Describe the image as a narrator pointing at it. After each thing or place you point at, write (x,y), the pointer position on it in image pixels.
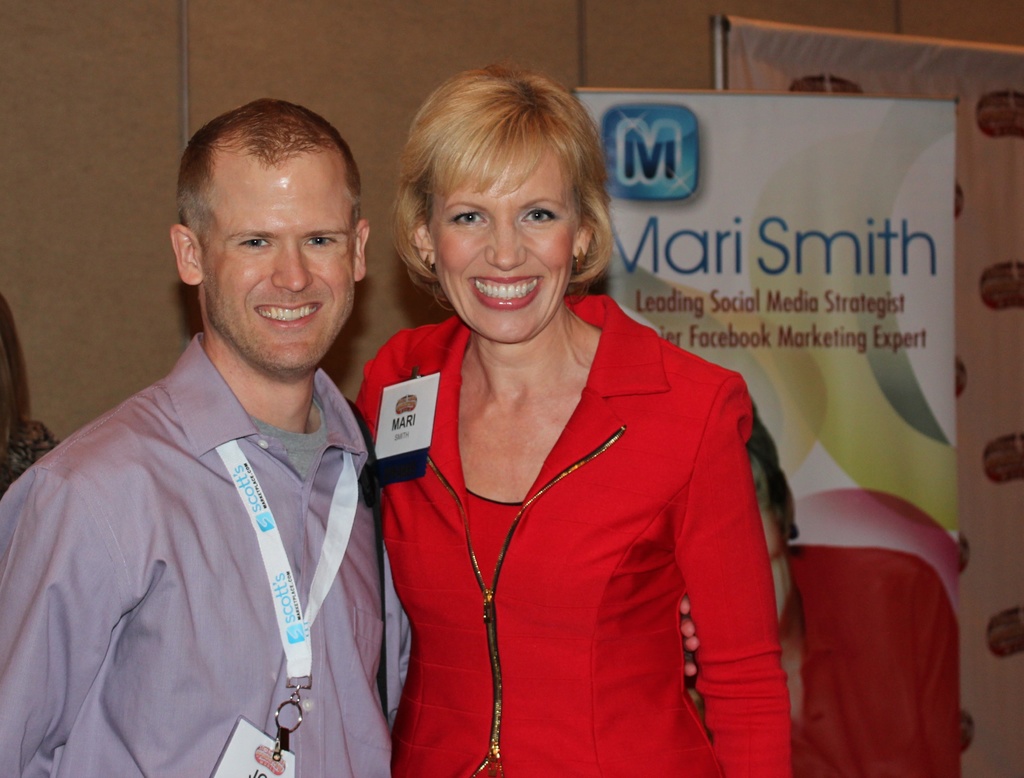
In this image I can see two persons (466,268) are standing on the floor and posters (910,357). In the background (126,91) I can see a person (17,406) and wall (310,93). This image is taken may be in a hall (109,98).
